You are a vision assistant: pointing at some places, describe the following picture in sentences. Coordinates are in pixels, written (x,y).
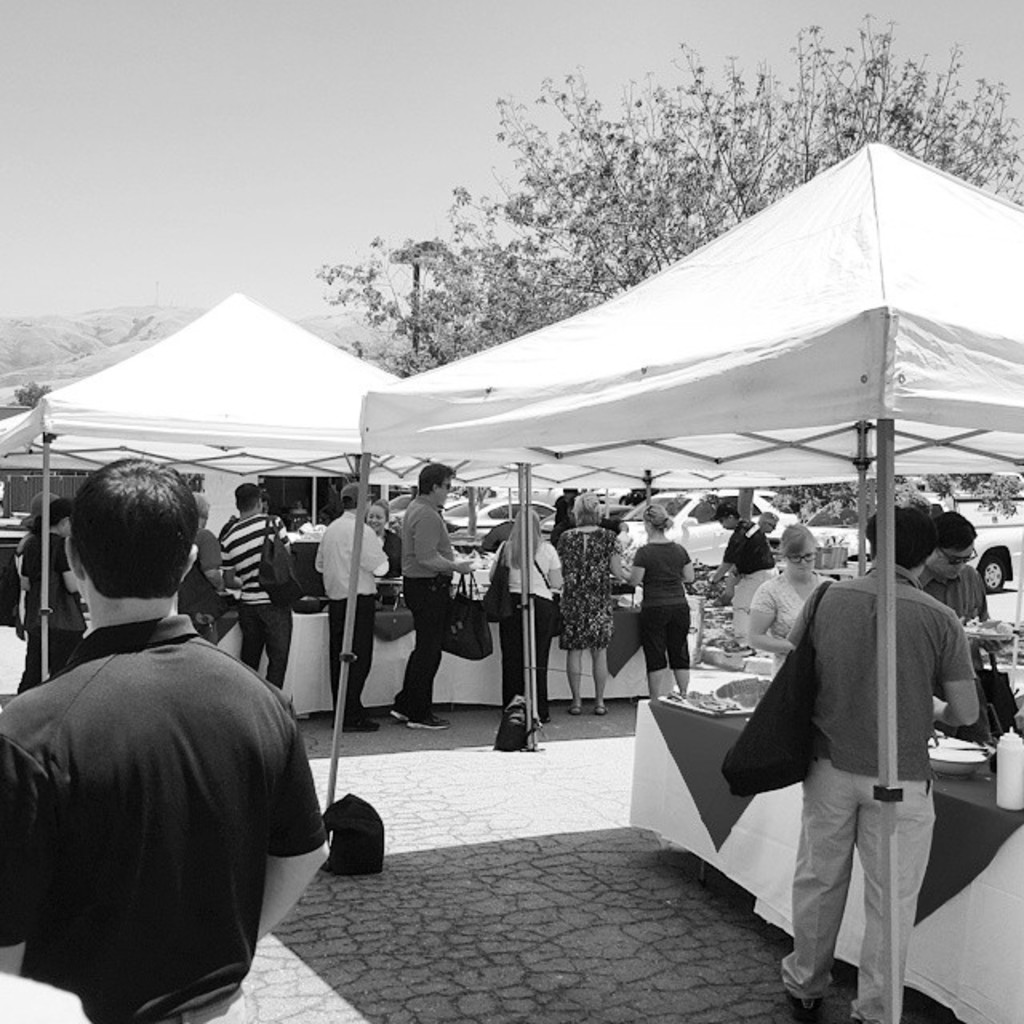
In this there are stalls (640,350) on the right (811,268) and left side of the image (317,459) and there are people (515,558) in the center of the image (421,593), there are cars (838,524) on the right side of the image (703,517), there is a tree (749,160) on the right side of the image (711,220).
